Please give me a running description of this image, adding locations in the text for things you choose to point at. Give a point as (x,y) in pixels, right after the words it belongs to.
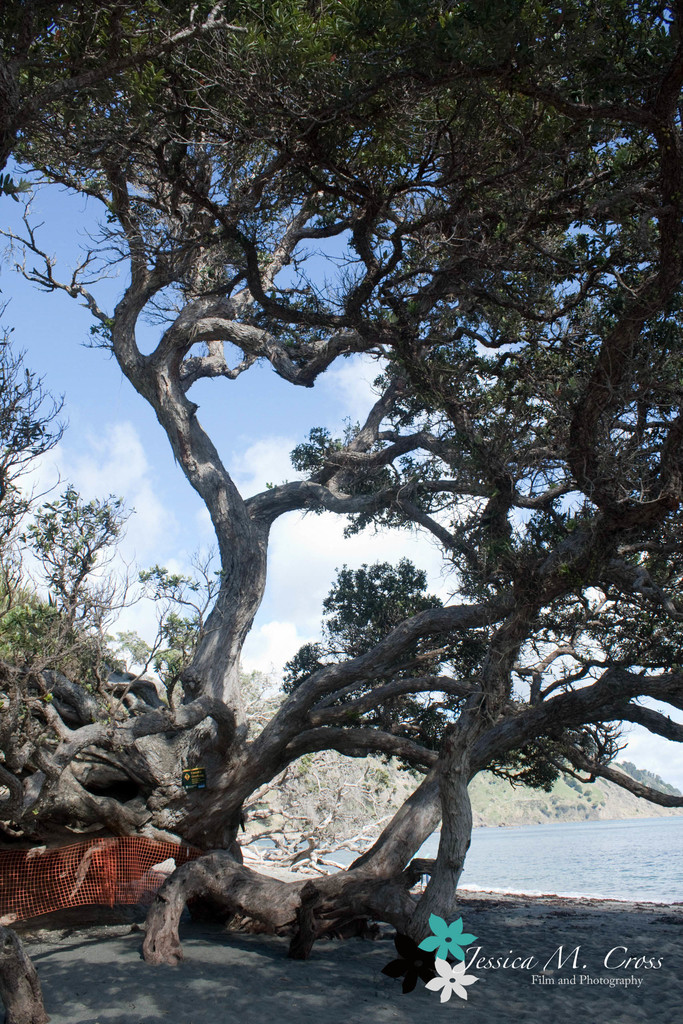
In the picture I can see trees (396,655), water (535,891), the sky (97,590) and some other objects (156,858). On the bottom right side of the image (570,972) I can see a watermark (570,972).
